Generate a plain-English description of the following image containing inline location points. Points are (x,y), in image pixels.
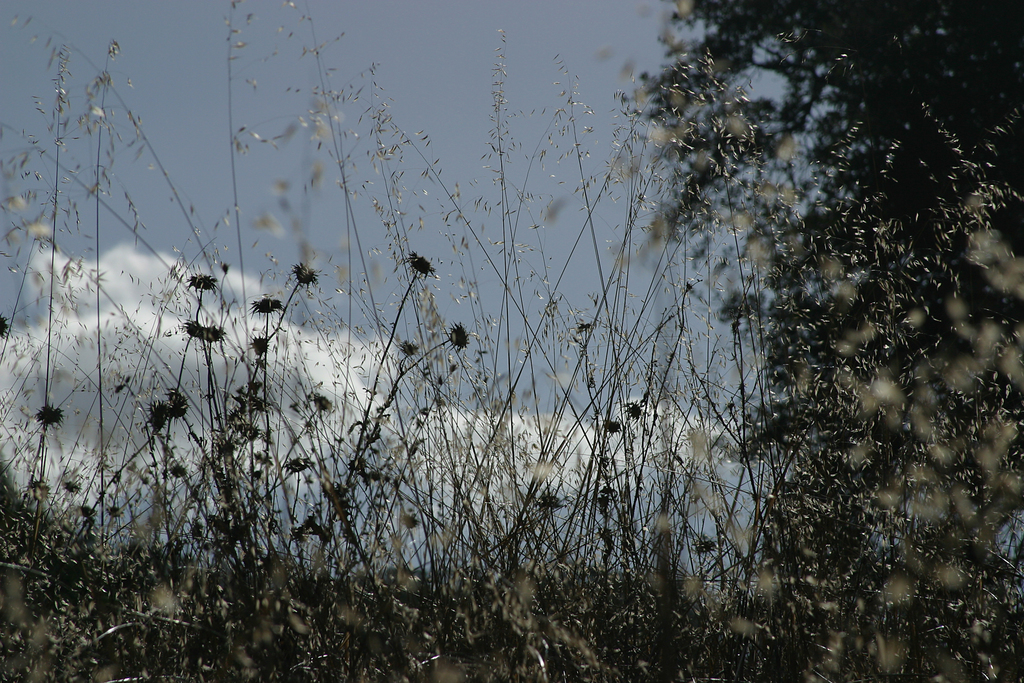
We can see plants (993,530), flowers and tree (986,26). In the background (407,94) we can see sky (385,78) with clouds (383,416).
